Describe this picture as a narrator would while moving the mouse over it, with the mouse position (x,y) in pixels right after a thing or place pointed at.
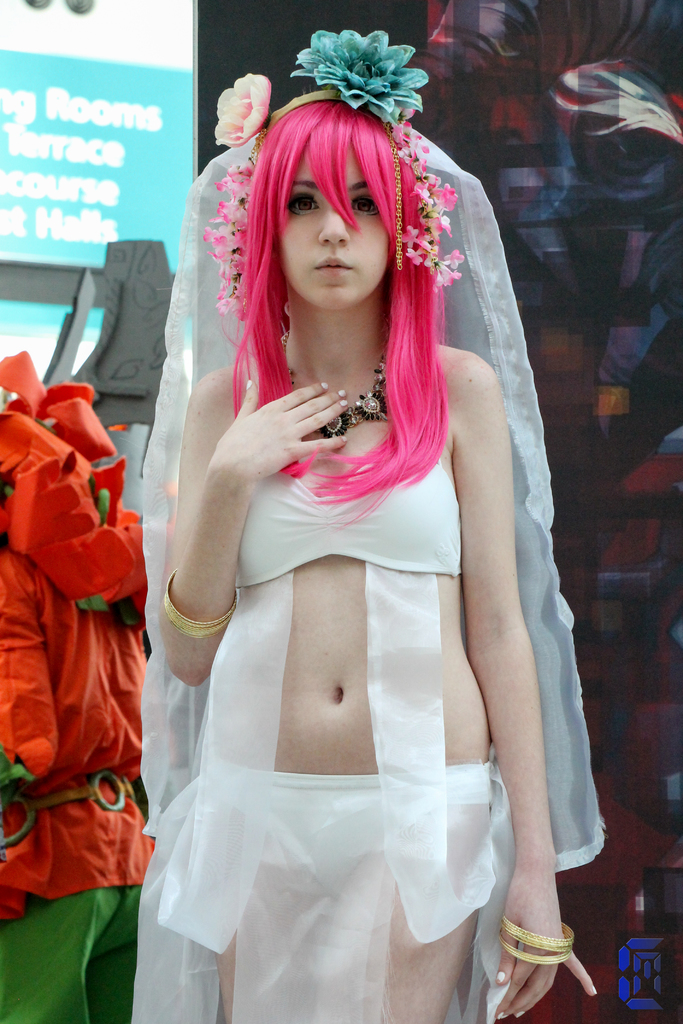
In this image we can see a woman (388,463), she is wearing a white dress (390,605), she is wearing a head wear (411,111), there are flowers (357,44), at the back (155,180) there is a board (101,260) and some matter (6,175) is written on it.
